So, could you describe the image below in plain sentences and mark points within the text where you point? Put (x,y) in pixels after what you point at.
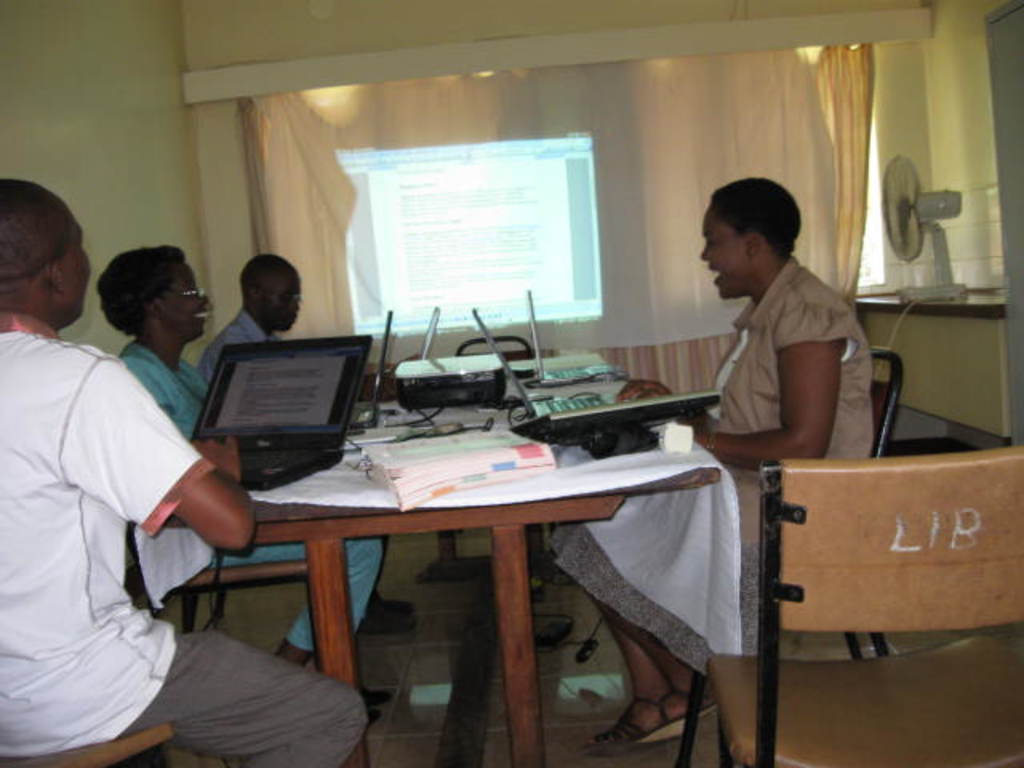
There are four members (183,382) sitting in the chair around a table (558,447) on which some laptops (553,424), papers (445,460) and some equipment (428,389) was there. We can observe a projector display screen (456,218) in the background (443,234) on the curtain (388,135). There is a wall (111,147) here.
